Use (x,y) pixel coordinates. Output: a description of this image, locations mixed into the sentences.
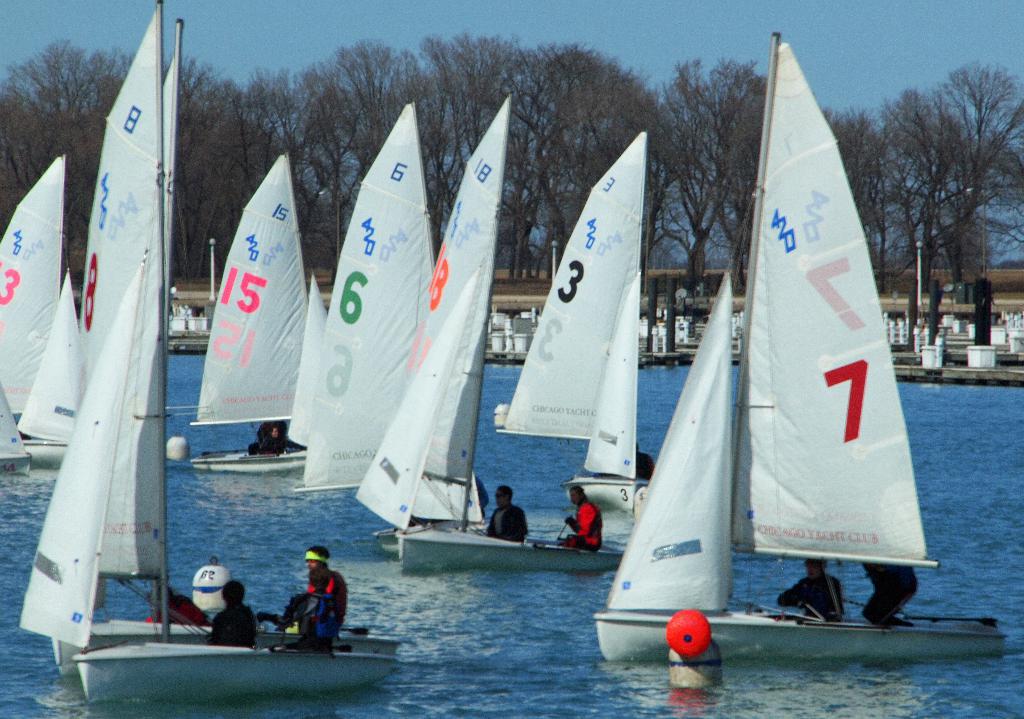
In the center of the image (491,294) there are boats (27,214) in the water (553,657). In the background of the image (558,190) there are trees (206,116). At the top of the image (711,44) there is sky (588,30).
